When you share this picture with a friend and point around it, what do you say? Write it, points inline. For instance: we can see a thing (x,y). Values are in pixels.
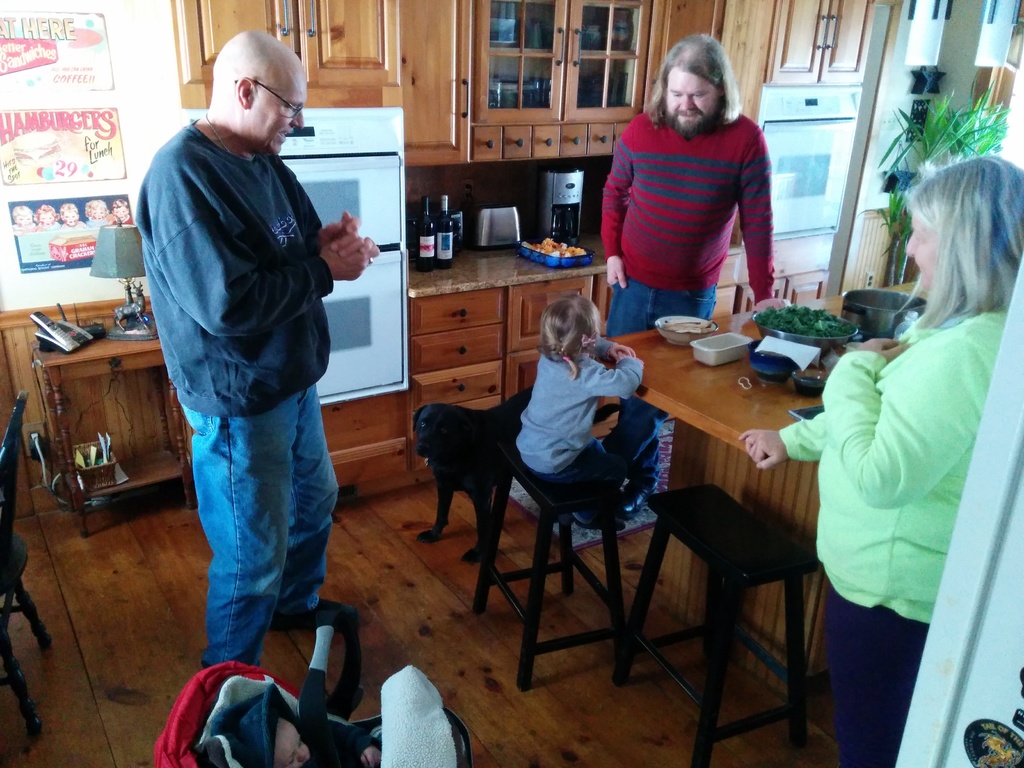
There are two men (640,180) and one woman (930,358) staring at a small kid (577,389), who is sitting on the stool (567,509). here is a black dog (467,453) standing beside a small girl (544,440). I can see two wine bottles (443,240) and a coffee machine (557,216) placed on the marble stone (485,281). And these are the cupboards (536,64) where things (619,28) can be stored. And i can see a house plant (929,135) at the right corner of the image (953,149). And this is a table (708,388) where bowls (801,334) are placed on it. And I can see a stroller (171,746) at the bottom of the image (322,667). In this stroller (224,703) there is a baby (342,740) sleeping. And I can see a chair (10,566) at the left corner of the image (18,570). And here is the telephone (57,345) and there is a lamp (118,311) beside the telephone (74,323).
